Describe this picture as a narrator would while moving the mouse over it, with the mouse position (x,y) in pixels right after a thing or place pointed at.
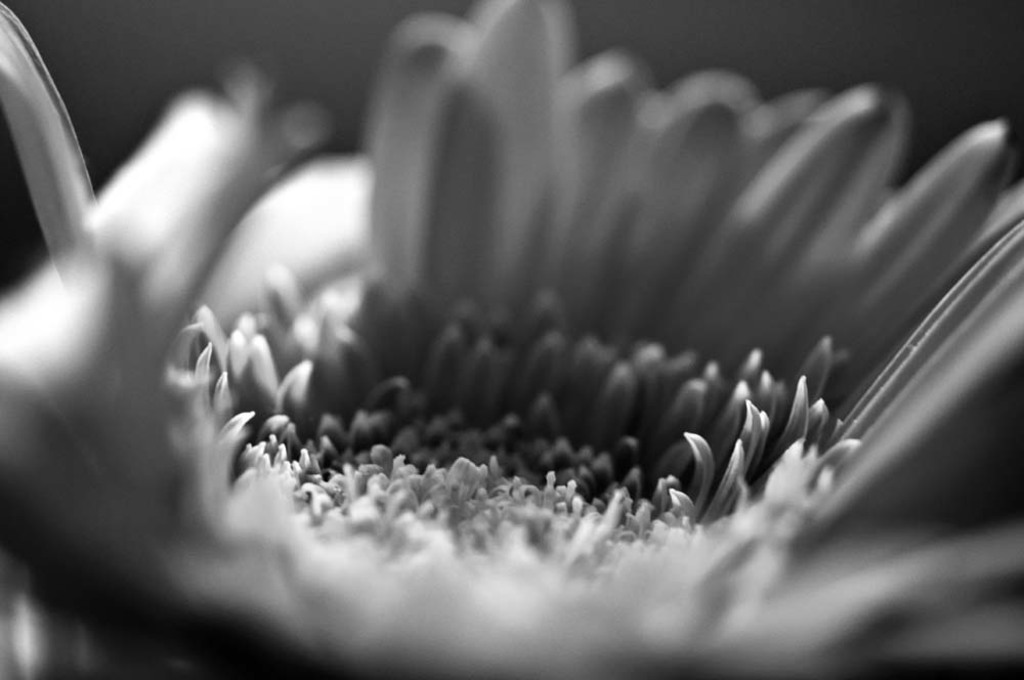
In the picture I can see a flower (553,451). This picture is black and white in color.
